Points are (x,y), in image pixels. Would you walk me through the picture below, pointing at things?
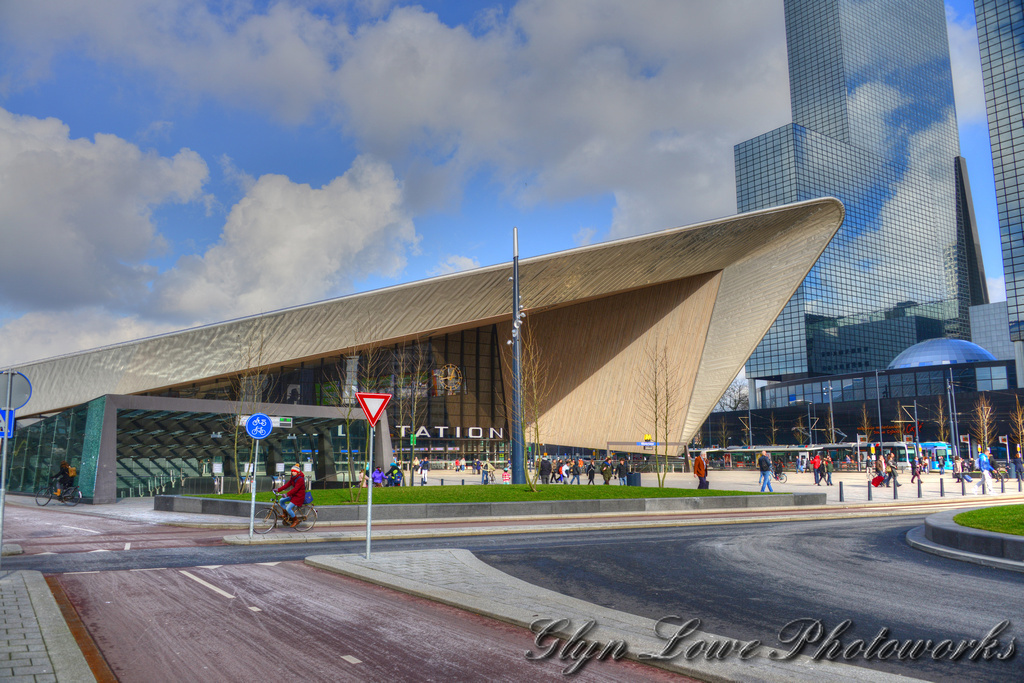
The picture looks like it is edited. In the foreground (274,508) we can see road (219,635), grass (335,490), boards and a person (293,505) on bicycle (290,523). In the middle of the picture (640,346) there are buildings (581,436), people (913,463), trees (535,426), poles (519,457) and various other objects (751,468). At the top (354,145) there is sky (330,153).
